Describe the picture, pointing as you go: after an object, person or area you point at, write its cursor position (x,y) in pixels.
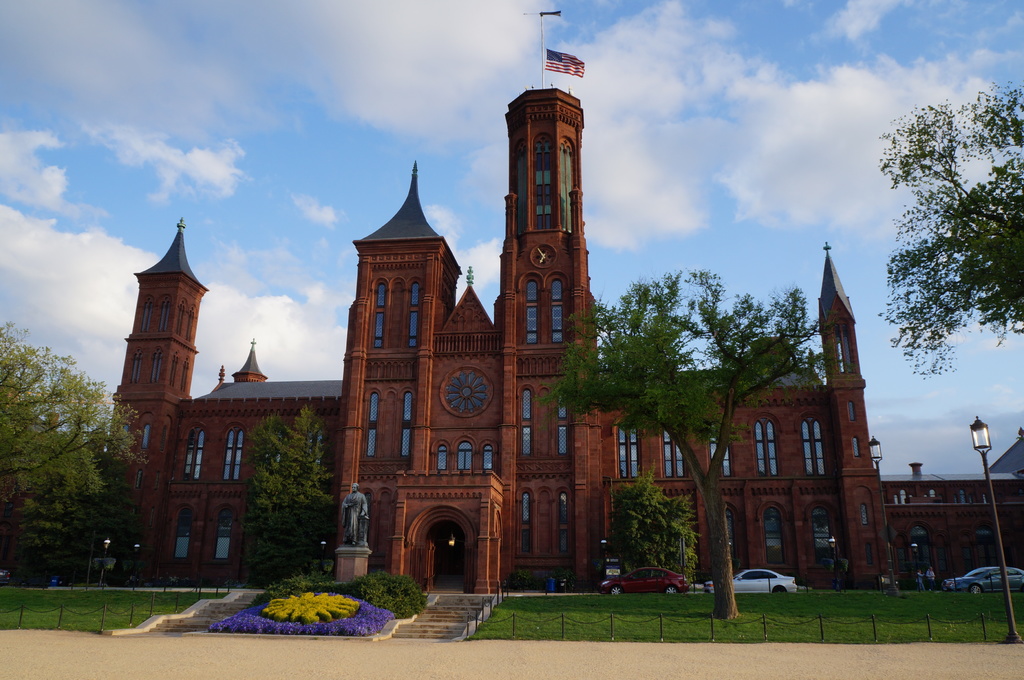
In this picture we can see a statue (350,542) on the pillar (351,575). In front of the statue (367,532) there are plants (332,598) and some flowers (308,602). On the right side of the statue (348,530) there are vehicle (950,579), some people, poles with chains (486,622) and a light (985,445). Behind the statue (360,517) there is a building (438,366) and on the building (545,104) there is another pole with a flag (552,60). Behind the building (403,263) there is the sky (361,127) and in front of the building (448,331) there are trees (2,462).
